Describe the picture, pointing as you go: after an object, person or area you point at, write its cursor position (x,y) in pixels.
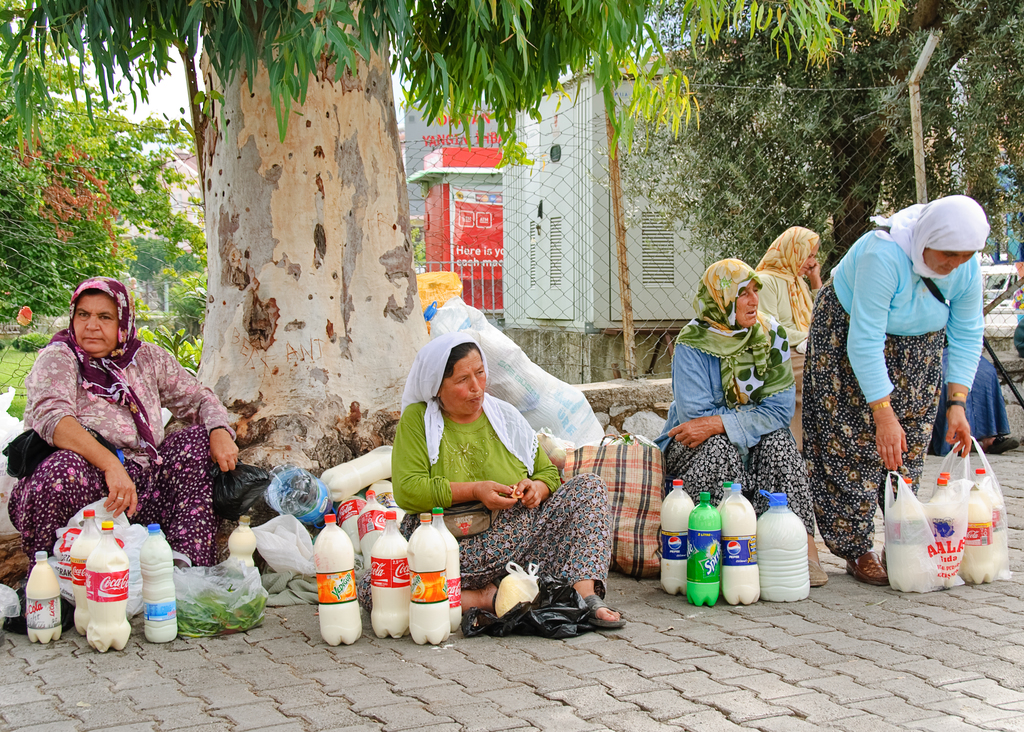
In this image there are people (921,380) and we can see bottles (448,553), covers (892,529), bags (641,497) and some objects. In the background (190,217) there are trees (127,7), sheds (651,236) and a fence (702,196).
